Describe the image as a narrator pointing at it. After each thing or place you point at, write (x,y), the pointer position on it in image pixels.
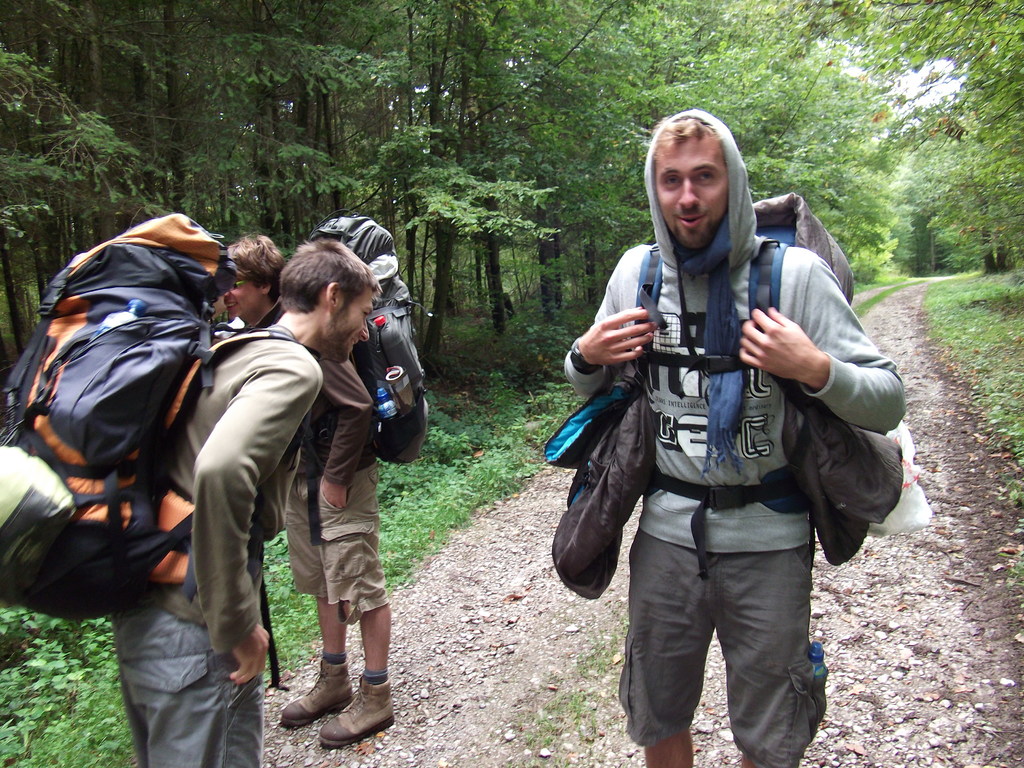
In this image I can see three people (596,346) standing on the road (958,489) and wearing bags (108,348). In the background (604,84) there are some trees (870,90) and the sky (933,67).
